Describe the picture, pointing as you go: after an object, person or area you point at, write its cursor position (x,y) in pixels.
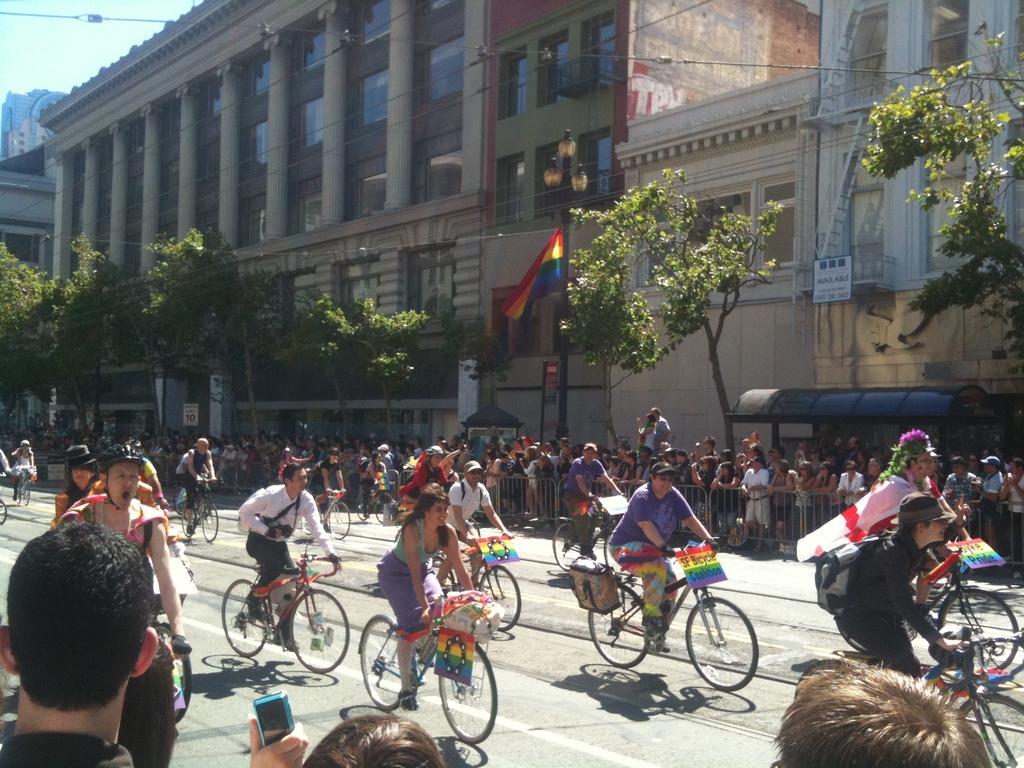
there are people (417,519) riding bicycles (467,608) on the roads (549,696). on the right (711,528) there is a fencing (785,507). behind that there are people (360,461) standing and watching the riders (439,463). there is a multi color flag (530,306) and many trees (395,349) behind them. behind the trees (96,305) there are buildings (451,166).
